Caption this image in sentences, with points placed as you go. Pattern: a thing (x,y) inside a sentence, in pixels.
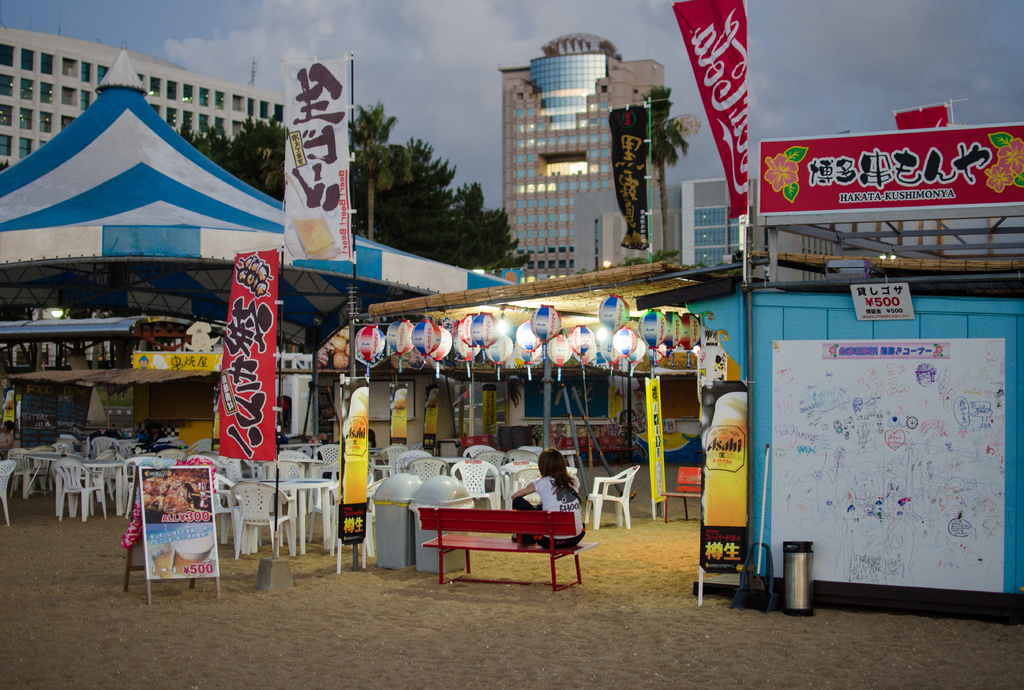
This person (551,511) sitting on the bench (534,552). We can see chairs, tables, board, banner (267,261), tent (161,220), buildings (567,161), trees (388,167), sky (184,41) with clouds (428,34).
